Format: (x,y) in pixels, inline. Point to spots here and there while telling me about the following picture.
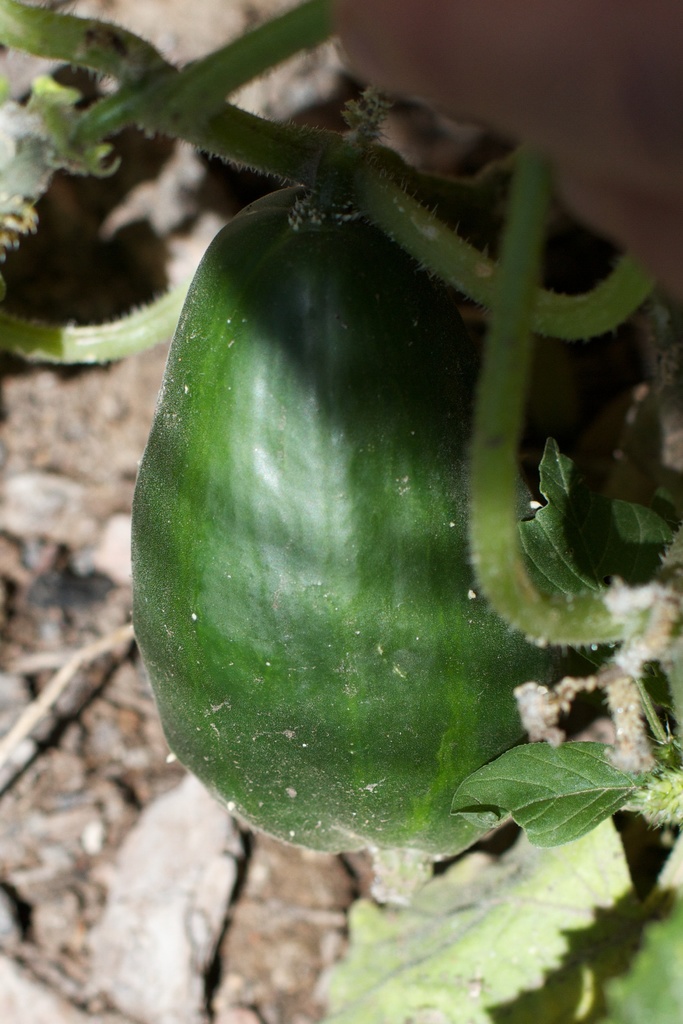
In this image I can see green colour vegetable (208,449) and few green colour leaves (434,984).
